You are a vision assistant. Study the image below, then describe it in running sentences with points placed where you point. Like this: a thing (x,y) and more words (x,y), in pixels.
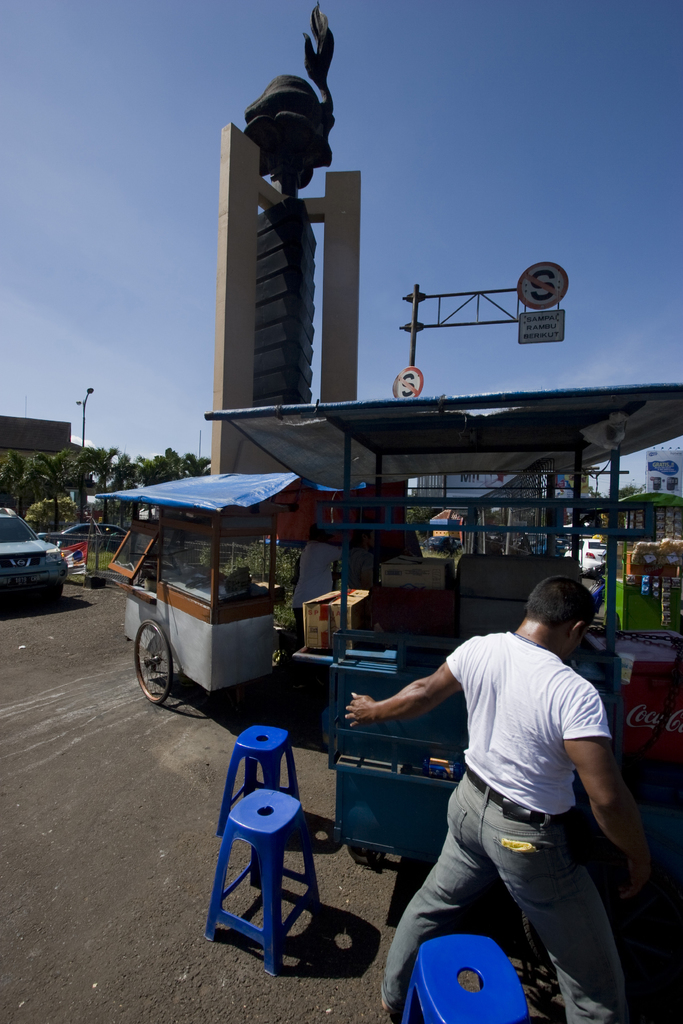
In this image we can see vehicles (344,506), roof (315,440), sculpture (271,360) and boards (543,284) attached to a pole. In the background (73,496), we can see a group of trees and buildings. In the foreground (436,954) we can a person (567,770) and chairs (426,954). At the top (523,227) we can see the sky (157,332).
